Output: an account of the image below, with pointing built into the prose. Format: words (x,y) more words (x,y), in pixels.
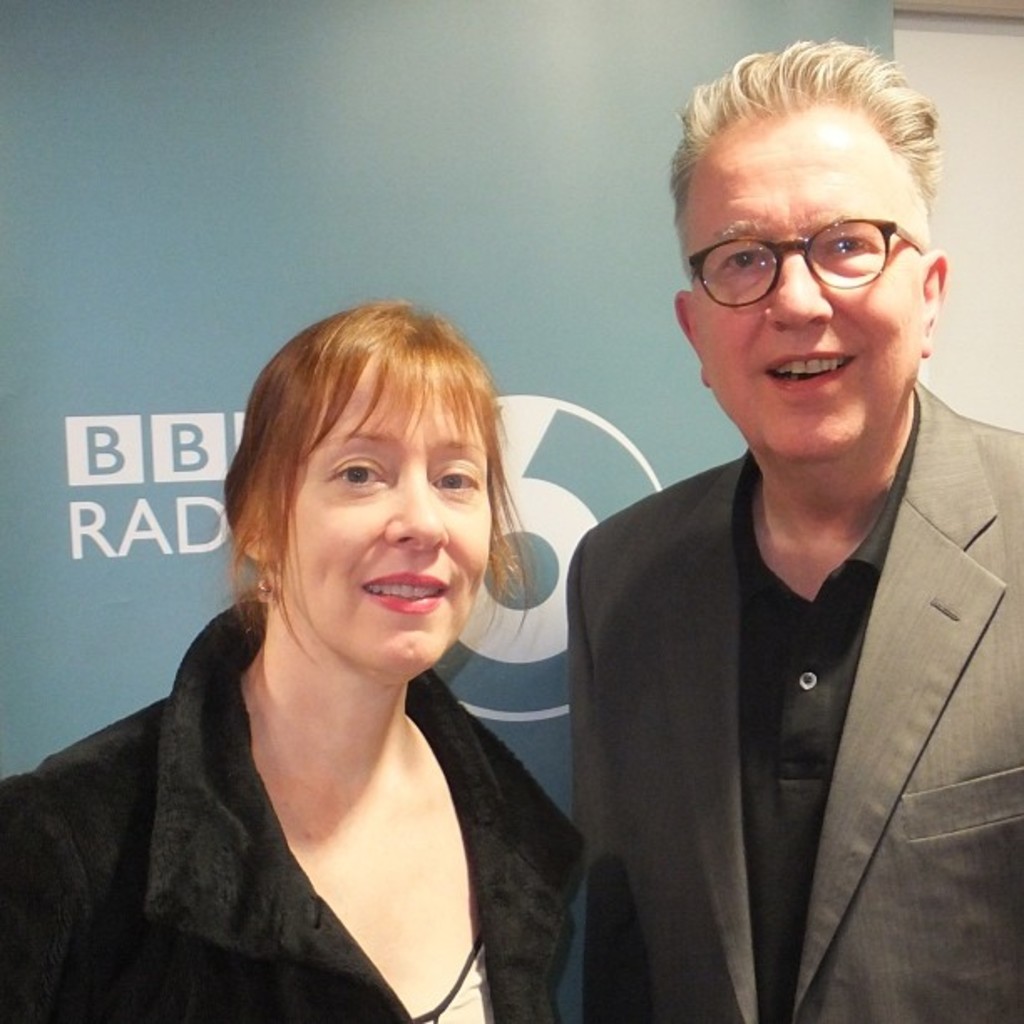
In this picture I can see a man (766,997) and a woman (20,933) smiling, and in the background (872,20) there is a board (415,59).
